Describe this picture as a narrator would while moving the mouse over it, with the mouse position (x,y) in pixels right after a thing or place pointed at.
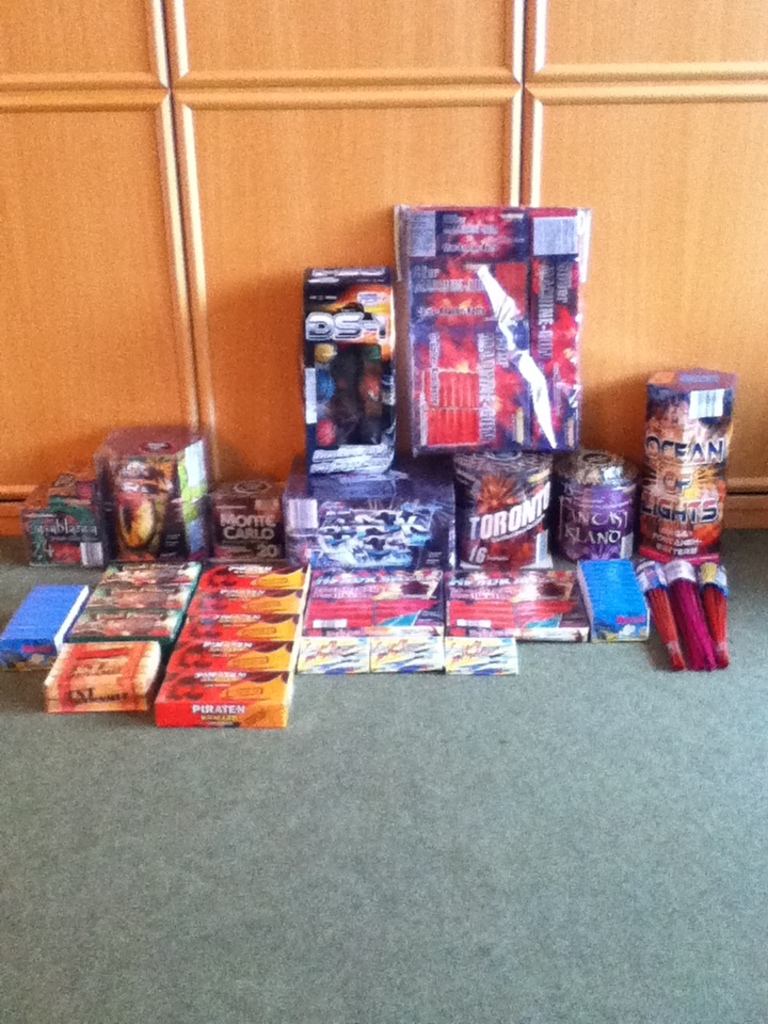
In this picture we can see some objects (398,617) on the floor (176,746) and in the background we can see cupboards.
